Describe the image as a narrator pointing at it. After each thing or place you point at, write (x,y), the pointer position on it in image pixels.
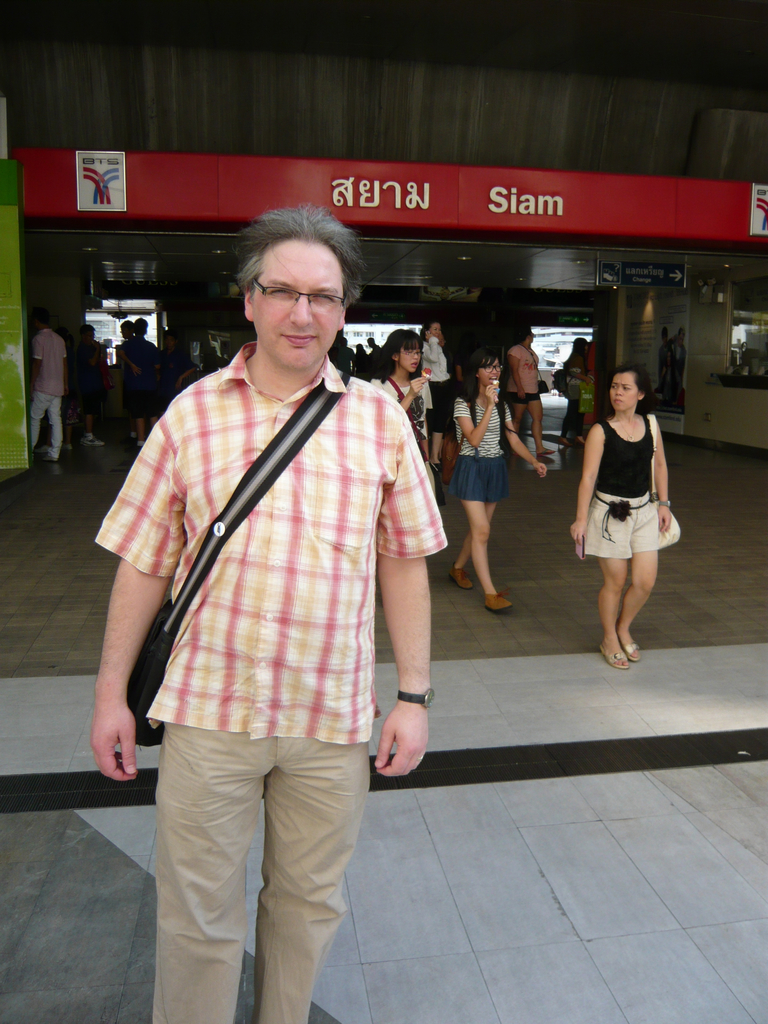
In the center of the image (328,396) there is a person (258,400) standing wearing a bag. In the background of the image (37,308) there are people (474,475) walking. At the bottom of the image (492,903) there is floor (635,851). At the top of the image (312,163) there is a building (364,114).
